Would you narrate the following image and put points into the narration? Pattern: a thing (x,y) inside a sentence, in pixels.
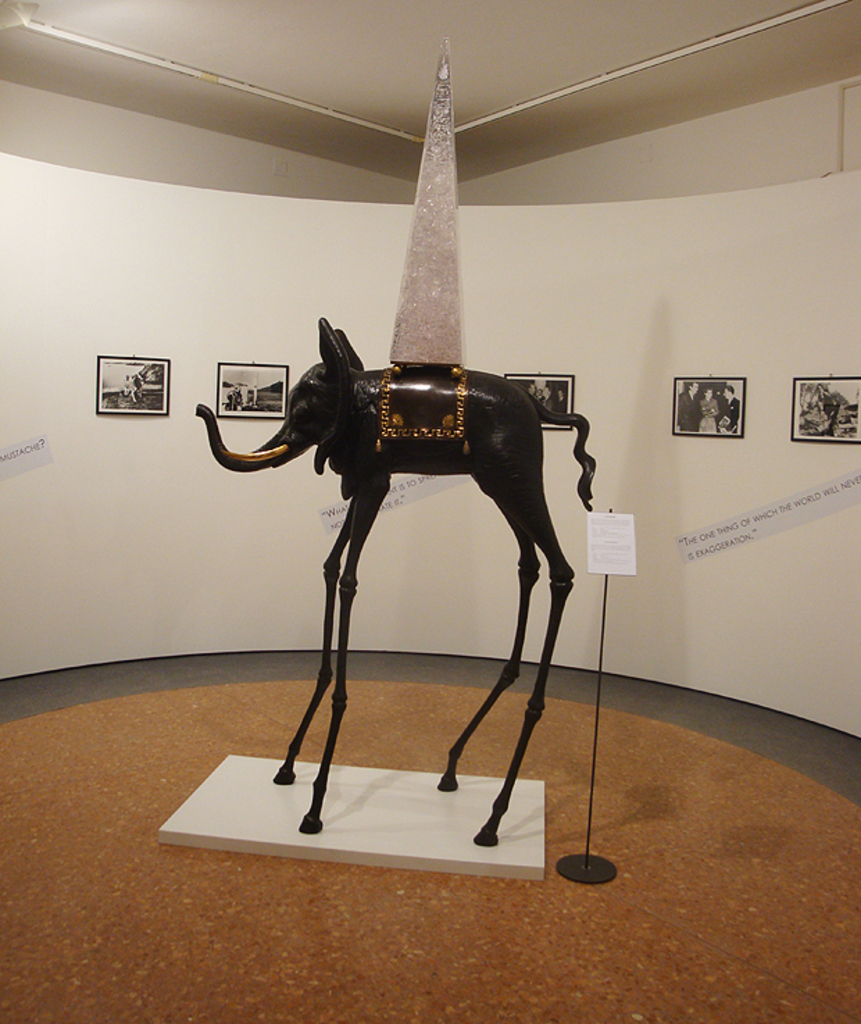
In this image we can see a sculpture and in front of it there is a board (605,525) with some text (596,537) on it, behind it there are some photo frames (824,437) on the wall (783,412) and there is some text (405,487) written under it.
